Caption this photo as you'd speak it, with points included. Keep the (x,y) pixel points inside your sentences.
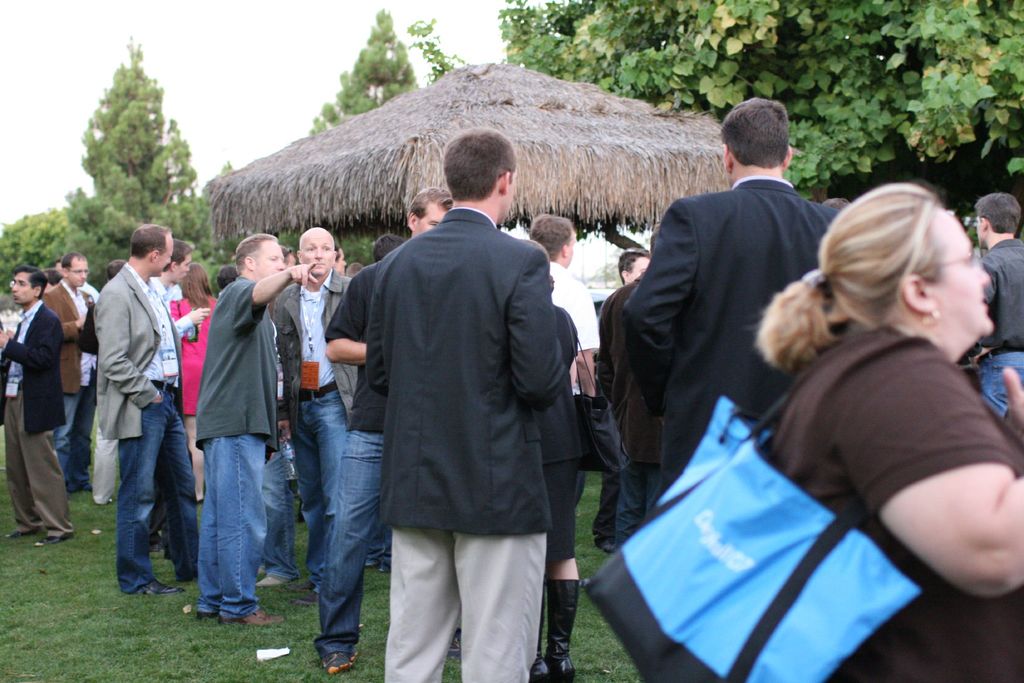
This image is clicked outside. There are trees (857,143) at the top (964,21). There is something like hut (516,154) in the middle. There are so many people (679,325) standing in the middle (492,413).
